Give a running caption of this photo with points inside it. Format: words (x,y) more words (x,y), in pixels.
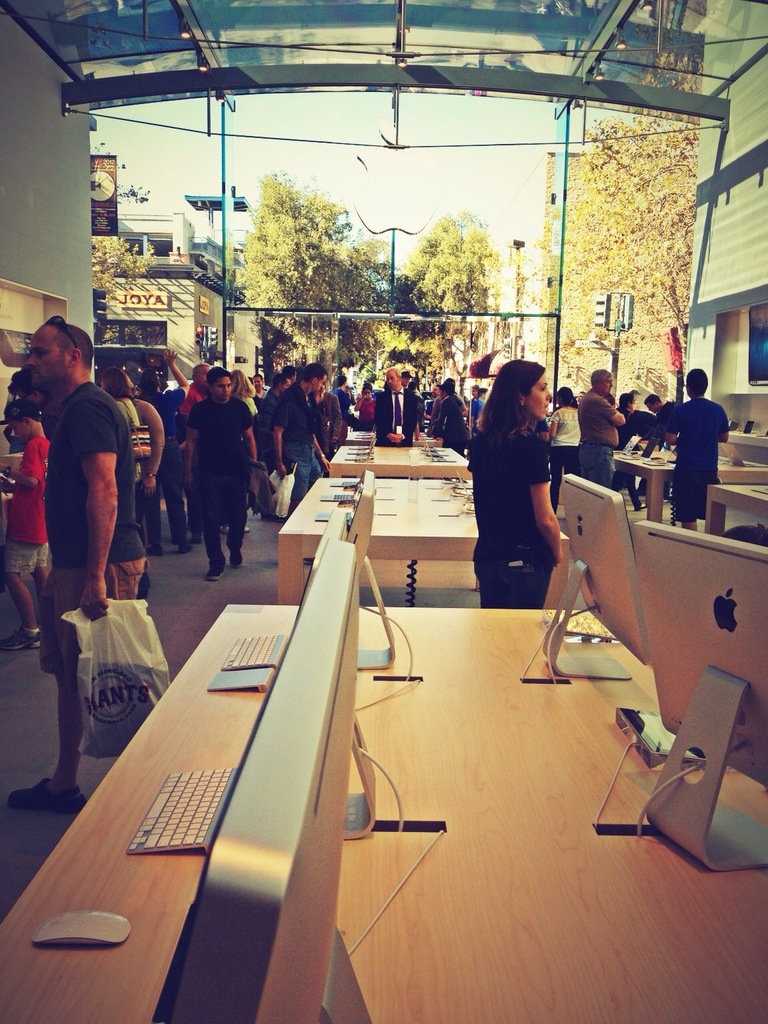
In this picture, we see many people (616,475) moving in the store (322,531) and in front of the picture, we see a table (494,733) on which computers (624,542) are placed on this. Behind that, we see trees (315,303) and buildings (170,299).
